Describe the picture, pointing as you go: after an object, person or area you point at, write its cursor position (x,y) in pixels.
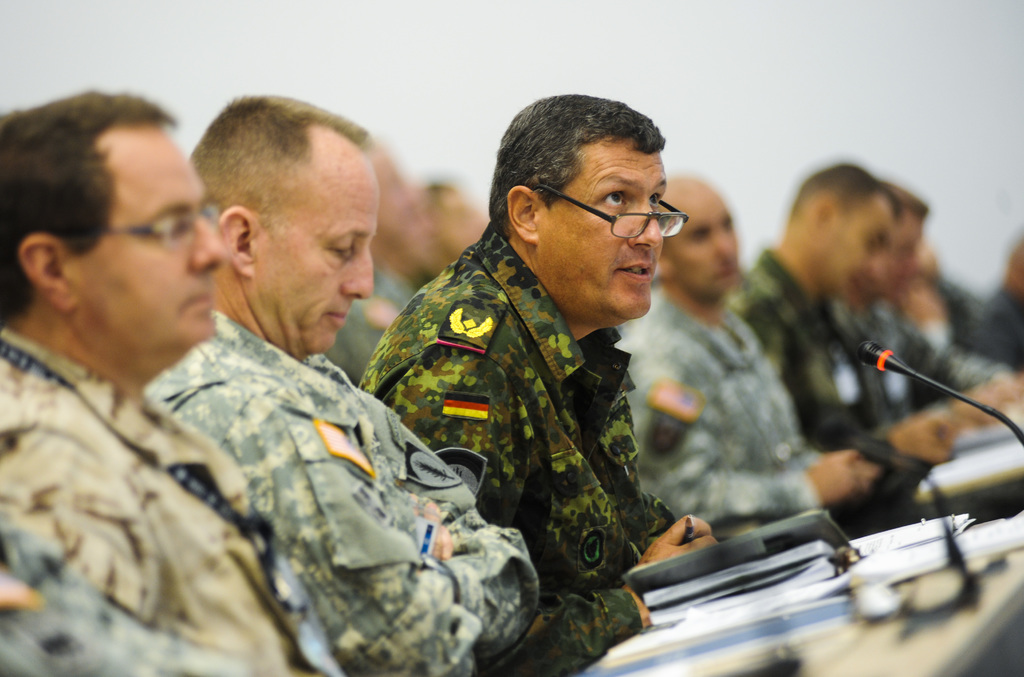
In this picture I can see few people (447,589) seated and I can see papers (878,543), microphones (879,352) and a book (781,570) on the tables (899,654) and I can see man (653,529) wore spectacles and he is holding a pen (690,520) in his hand (709,534) and I can see another man (169,565) wore id card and he wore spectacles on his face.
